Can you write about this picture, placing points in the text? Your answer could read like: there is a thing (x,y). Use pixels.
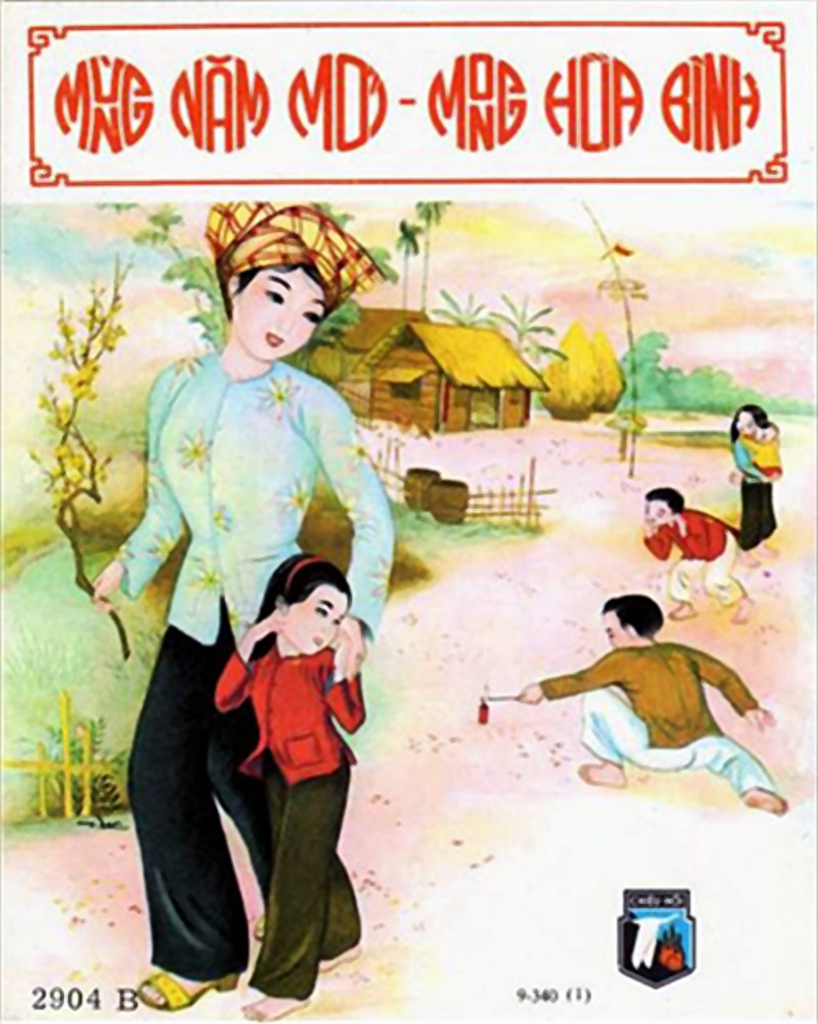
The picture is a painting or a book cover. In this picture, on the left (259,209) there are plants (110,616), women (250,588) and a kid (299,864) walking on the road (503,797). On the right (669,686) there are children (656,681) firing crackers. In the background (742,423) there are plants (695,377), hut (448,391), drums (464,488), trees (702,366), woman (755,433) and kid (771,458). Sky (756,288) is cloudy. At the top (225,109) there is some text (382,102).
